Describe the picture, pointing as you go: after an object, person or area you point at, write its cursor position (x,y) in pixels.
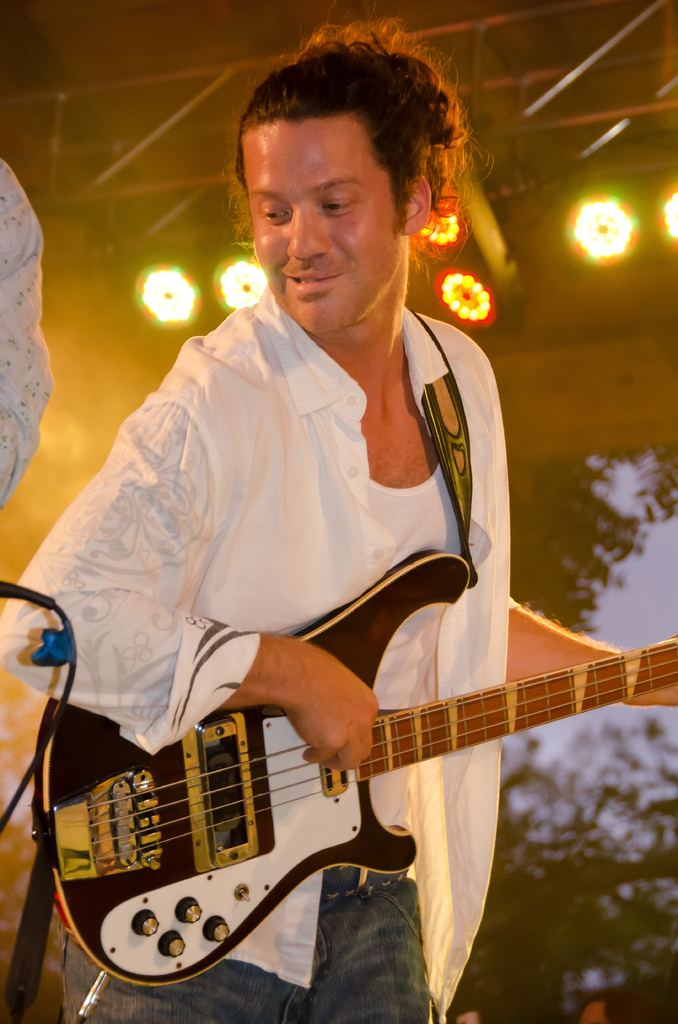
In the middle (367,589) a man (356,740) is playing guitar (465,743) he is wearing white shirt (244,492) and white t shirt (401,506) trouser (384,923) and belt (363,889). To the right (621,546) there is tree (602,535), sky (630,589) and a light (604,242).
